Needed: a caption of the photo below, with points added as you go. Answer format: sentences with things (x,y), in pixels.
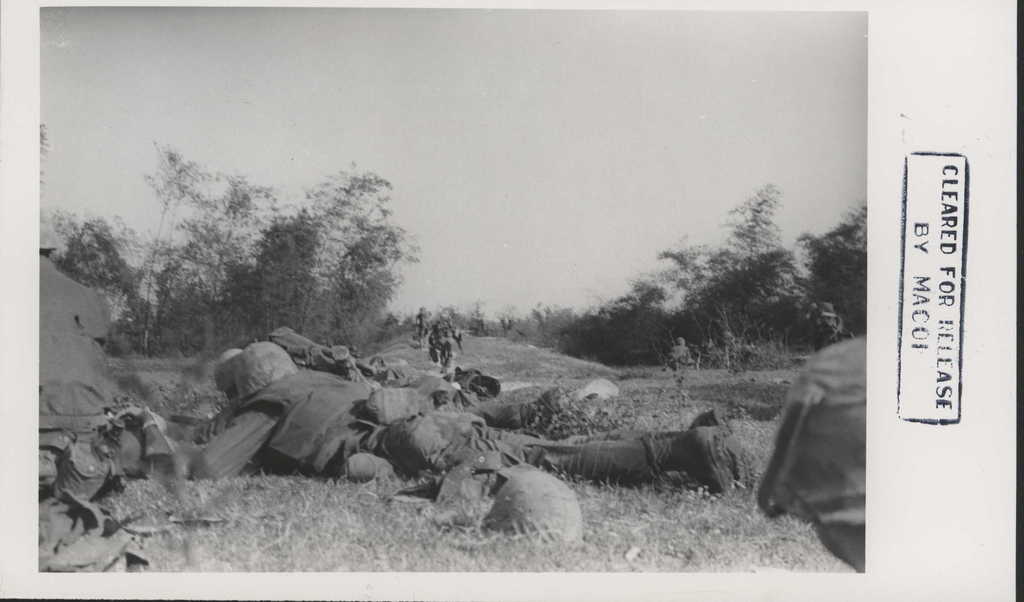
In this picture I can observe some soldiers (343,431) lying on the ground (198,439). In the background (414,302) there are trees (306,276) and sky (460,119). On the right side (905,305) I can observe some text (945,196).
